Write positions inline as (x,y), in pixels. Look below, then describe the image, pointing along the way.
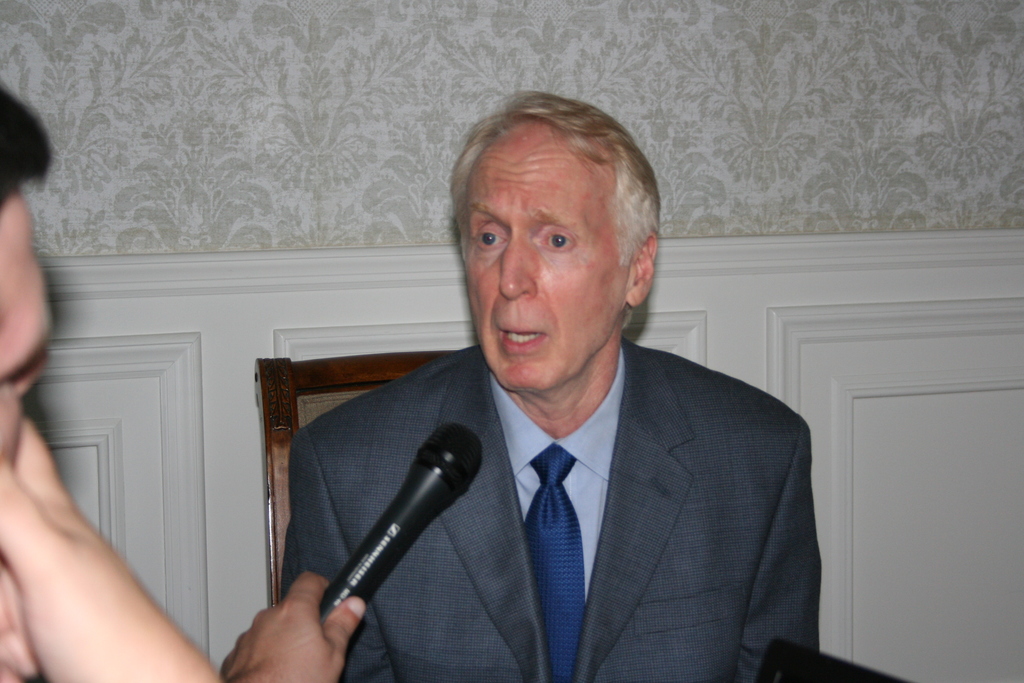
In this image we can see a person (578,581) sitting on a chair (289,418). On the left side (75,580) we can see another person (76,563). Also we can see hand (269,639) of a person (298,623) with a mic (371,561). In the background (428,149) there is a wall (101,438) with a design (288,200).
